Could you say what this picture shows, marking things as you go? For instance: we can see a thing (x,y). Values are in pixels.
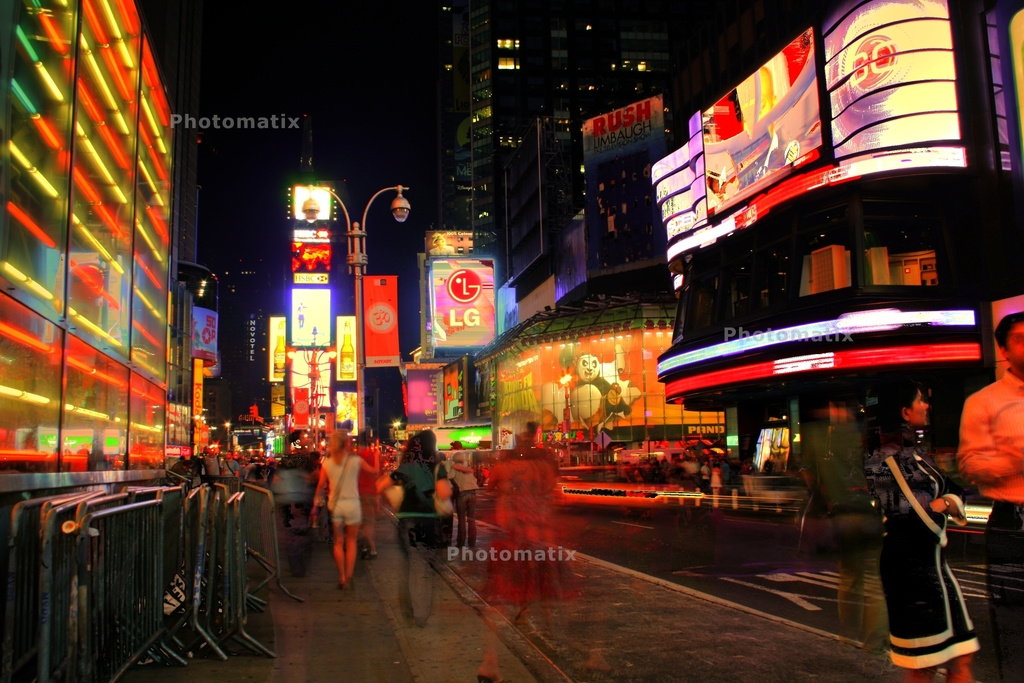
There are some persons (411,530) walking on the road (573,572) as we can see at the bottom of this image (573,572), and there are some buildings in the background (559,411). There are some display screens (542,403) present on the buildings (611,349).
